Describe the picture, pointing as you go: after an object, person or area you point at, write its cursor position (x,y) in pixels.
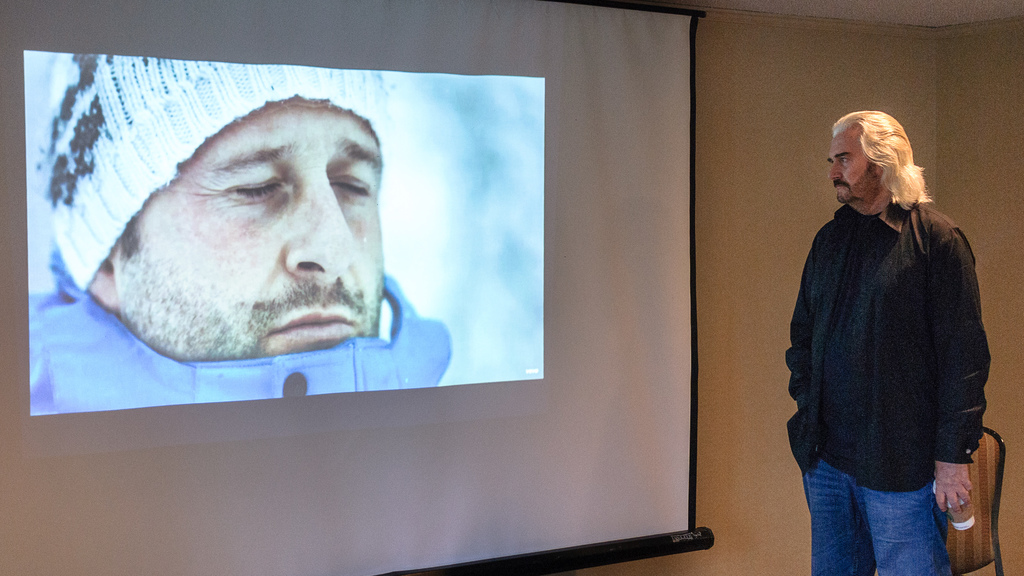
In this image there is a man (888,289) on the right side (872,327) who is holding the coffee cup (957,511), Beside him there is a chair (983,497). In the middle (453,323) there is a screen (234,285). In the screen (265,313) we can see that there is a man (183,278) who is wearing the cap (146,130). In the background (812,71) there is a wall (805,84).
